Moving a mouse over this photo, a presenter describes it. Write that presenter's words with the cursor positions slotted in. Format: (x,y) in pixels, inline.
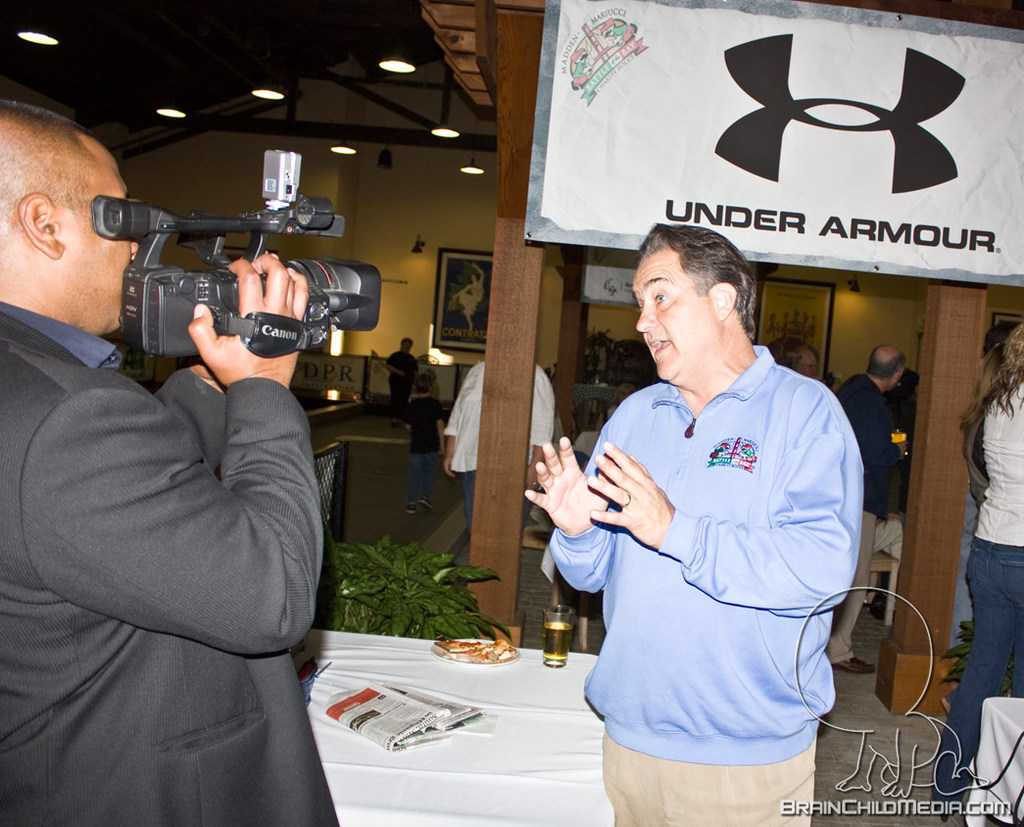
In this image, in the right side (791,718) there is a man (767,634) standing and he is speaking something, in the left side (168,563) there is a man (119,534) standing and he is holding a camera (170,308) which is in black color, in the background (987,657) there are some people (873,424) standing and there is a white color poster (880,195) in the top (819,120), there is a yellow color wall (914,340).
